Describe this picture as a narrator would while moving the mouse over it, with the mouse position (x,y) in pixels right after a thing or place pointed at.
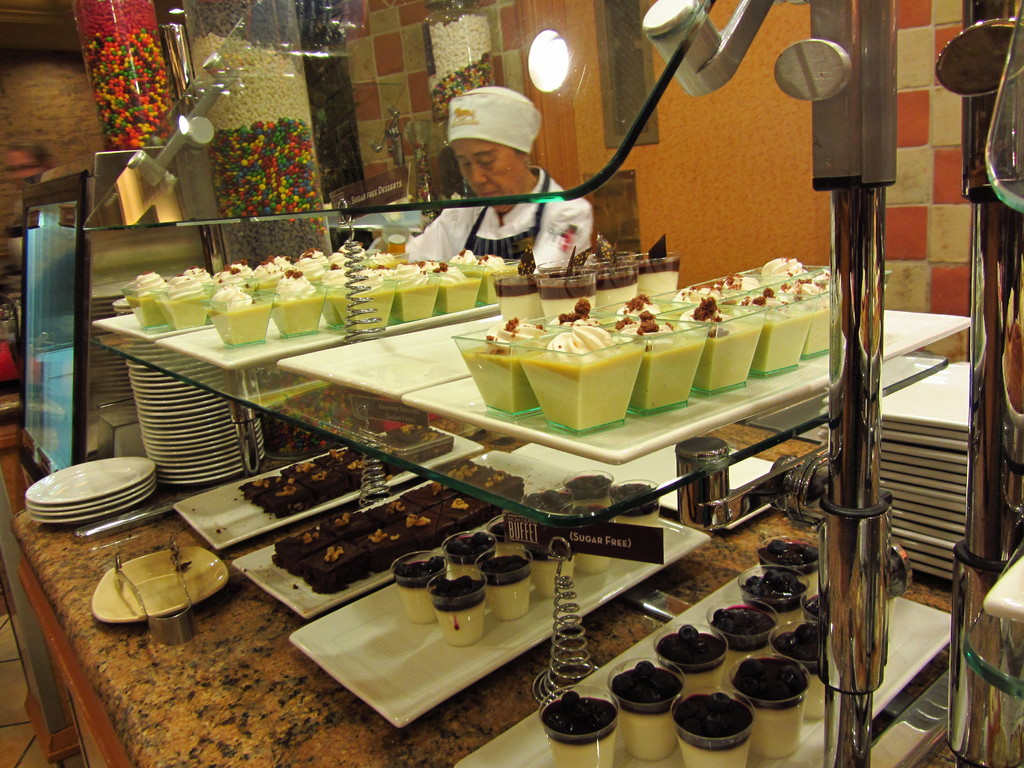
Here I can see a table (211,691) in which few ice cream bowls (568,385) and cake pastries (363,526) are arranged. Along with these there are some plates (125,465) and some more objects (263,128) are placed. In the background (489,177) I can see a person (470,180) looking at the downwards. On the top of the image (590,125) I can see the wall (382,52) and few lights (550,44) are attached to it. On the right side (872,596) there is a metal object (881,569).
